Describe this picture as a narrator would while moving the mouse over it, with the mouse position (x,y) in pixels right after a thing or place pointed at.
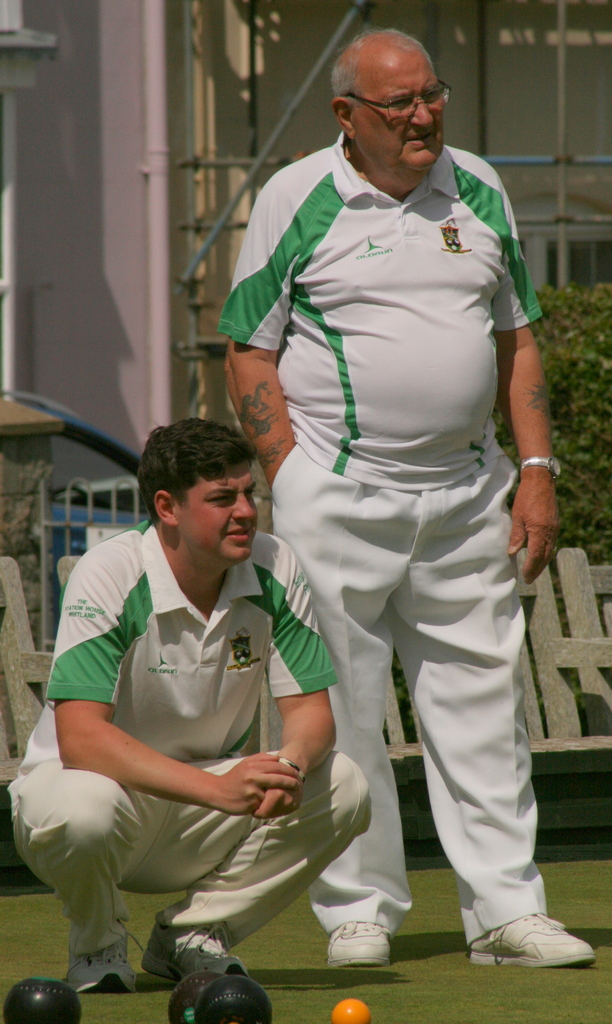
On the left side (157,664), there is a person (149,655) in a white color T-shirt (229,633), smiling and squatting on a ground (65,968), on which there are balls (212,975) in different colors. On the right side (511,673), there is another person (509,223) in white color pant (365,651), watching something and standing on the ground (563,1017), on which there is grass (469,975). In the background (592,667), there are benches (561,560) arranged, there are plants (579,328), buildings (44,54) and other objects (89,459).
